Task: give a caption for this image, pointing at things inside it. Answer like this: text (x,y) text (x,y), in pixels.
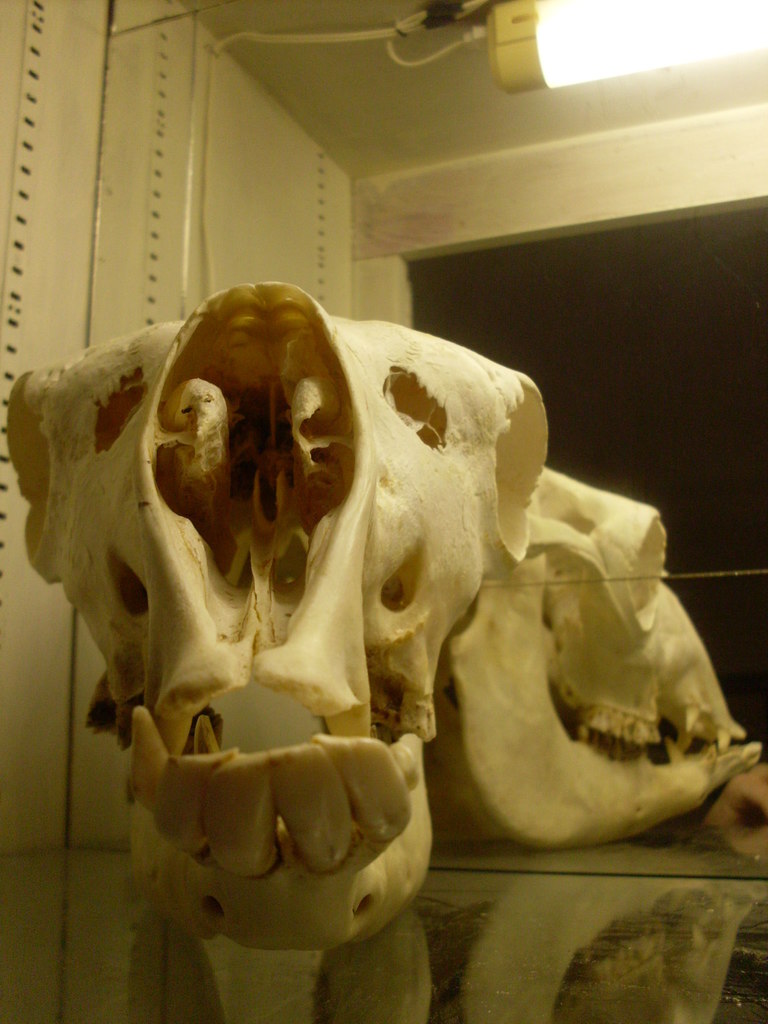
In this image, we can see a skull (355,580) and a glass (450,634). In the background (249,131), there is a light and a wall (288,214).
